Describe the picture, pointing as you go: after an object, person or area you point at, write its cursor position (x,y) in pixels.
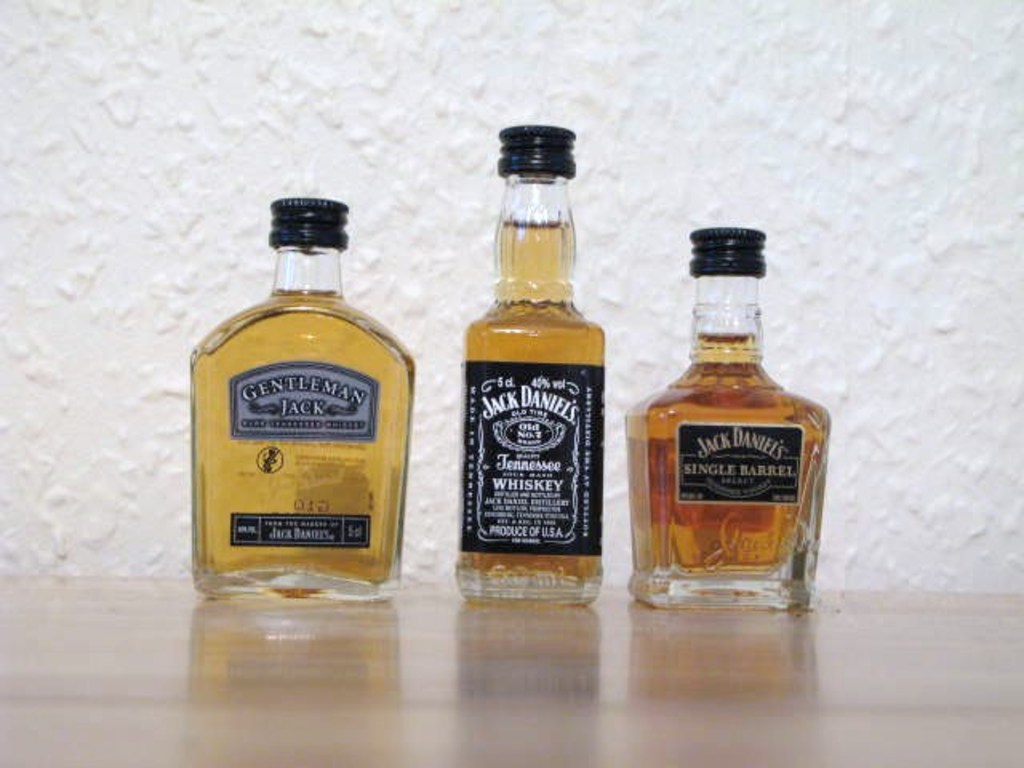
There are three bottles (592,416) on a floor (697,621). The bottle (512,311) has a sticker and cap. We can see in background (284,113) white color wall (400,112).
